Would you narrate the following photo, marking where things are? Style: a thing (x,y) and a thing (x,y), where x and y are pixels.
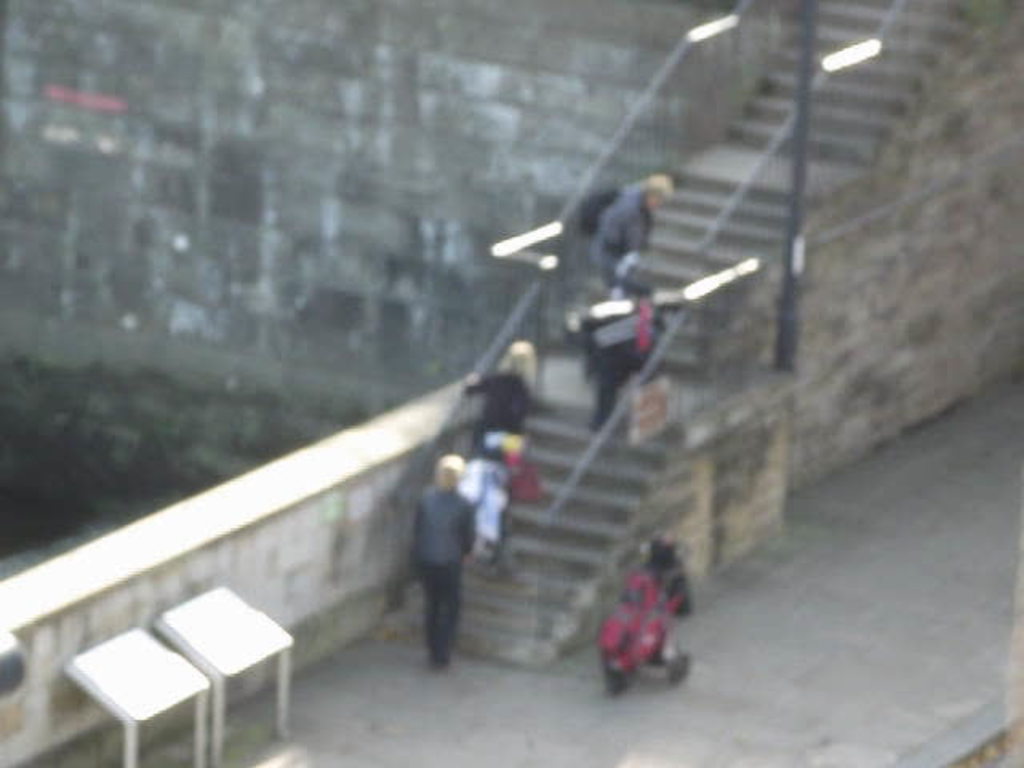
In this picture there are some old women (520,396) climbing the stairs (585,491). On the bottom side of the image (221,761) there are two signboards (140,692). Behind there is a big granite wall (348,109).
